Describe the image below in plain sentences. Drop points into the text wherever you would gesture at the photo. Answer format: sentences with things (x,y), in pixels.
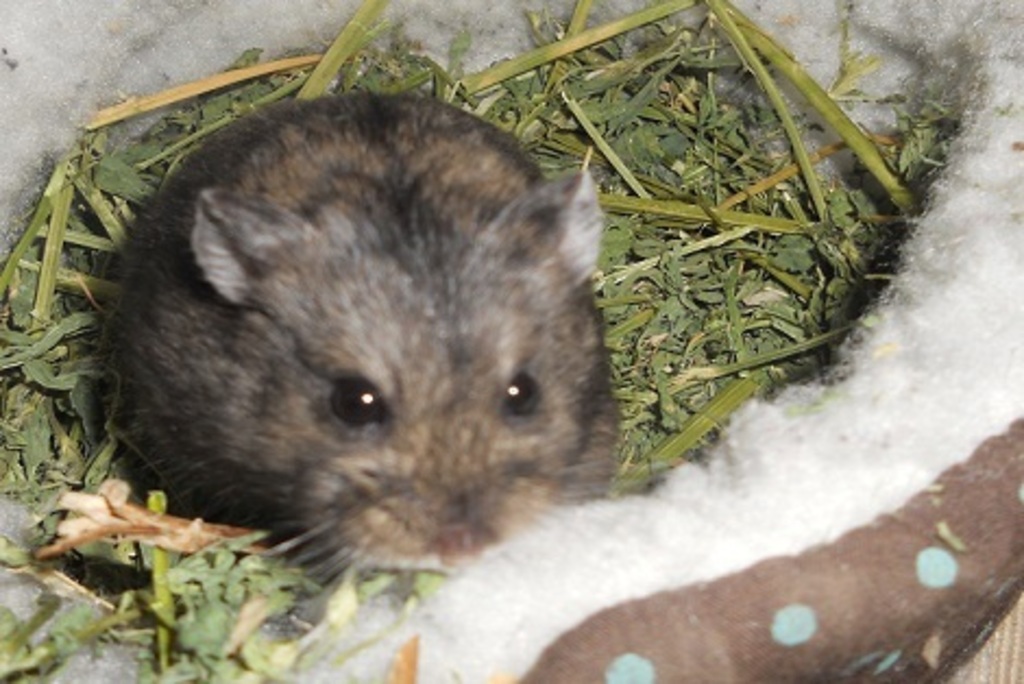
In this picture I can see there is a hamster (570,371) and there is grass (762,161) around it.
